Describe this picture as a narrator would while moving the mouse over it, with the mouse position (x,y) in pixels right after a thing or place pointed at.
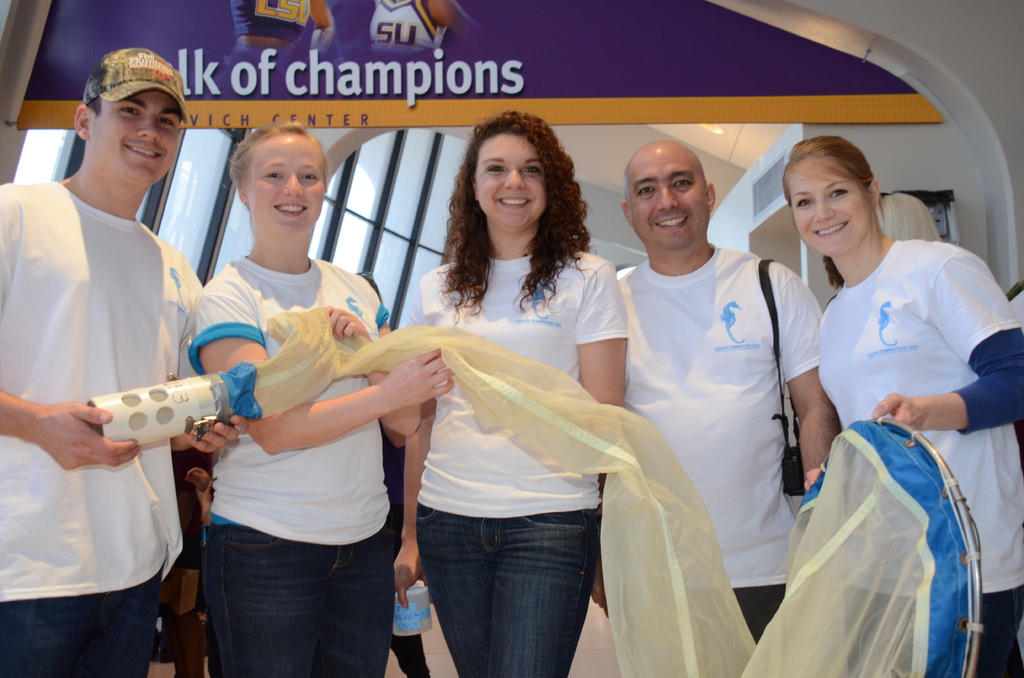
In this picture there is a group of men (676,183) and women (568,357) wearing a white color t-shirt (503,305) holding the net (654,518) in the hand (435,356), smiling and giving a pose into the camera. Behind there is a purple color banner (543,62) on which "Champion" is written.
